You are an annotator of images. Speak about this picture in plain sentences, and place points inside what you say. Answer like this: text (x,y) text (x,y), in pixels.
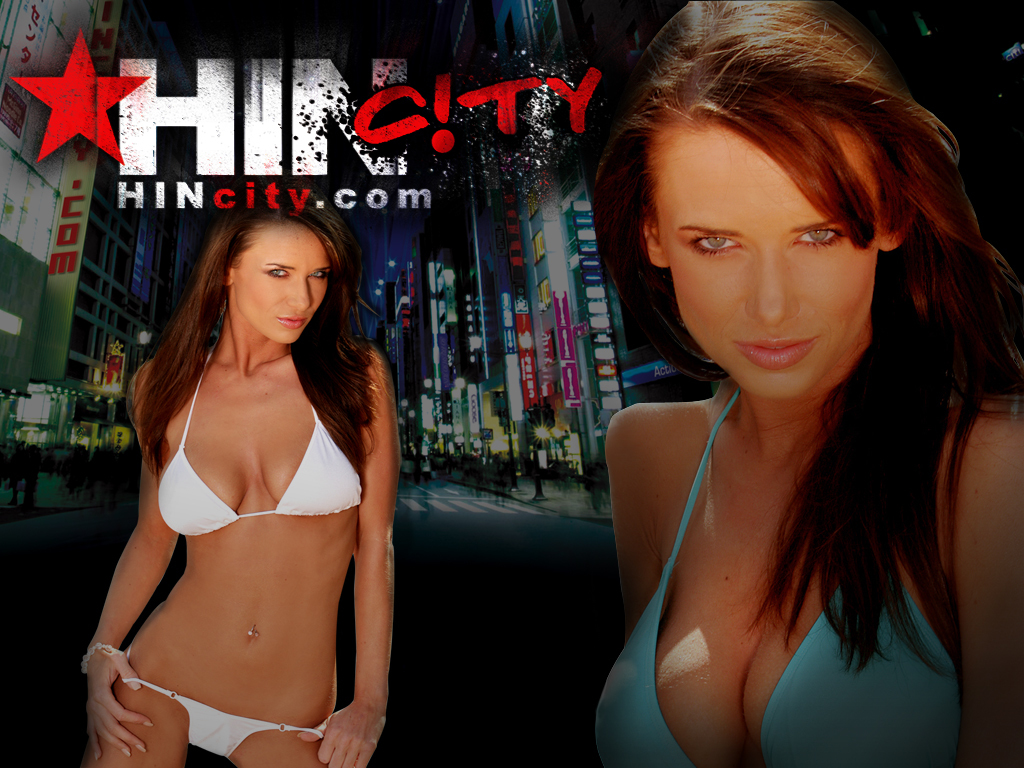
This picture consists of a posters (237,328) in the image, on which there are buildings (469,397) and girls (690,149).
